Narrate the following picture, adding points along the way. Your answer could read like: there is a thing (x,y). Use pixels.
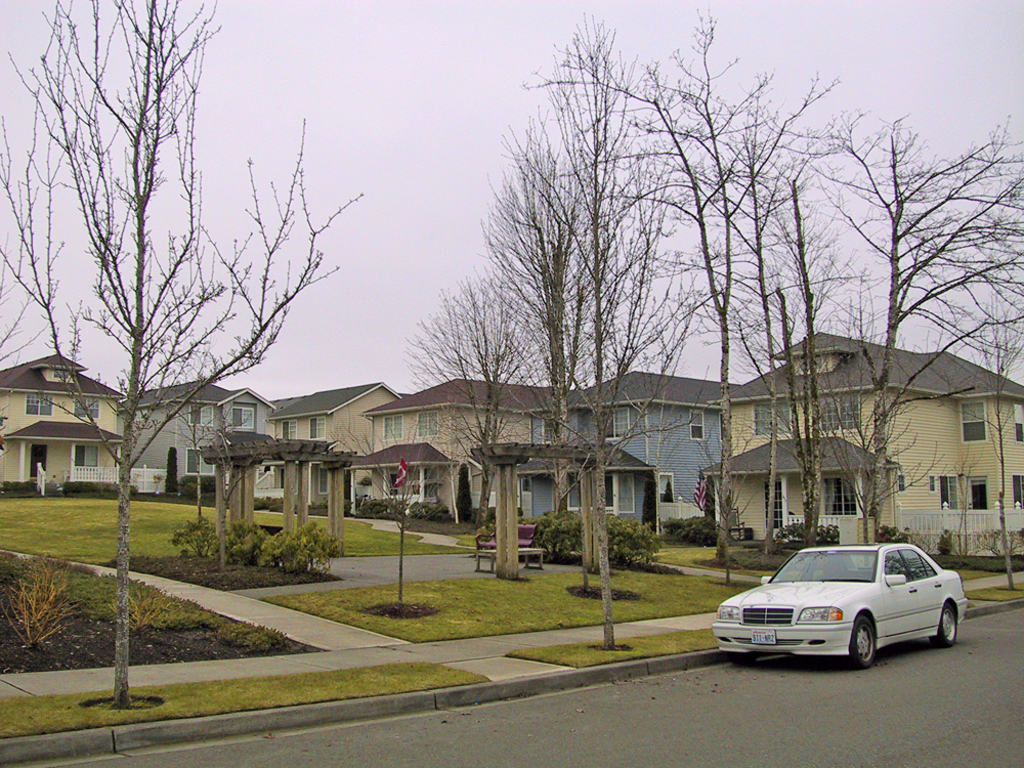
In this image, we can see some trees (540,375) and buildings (540,406). There is a car (823,602) on the road (810,660). There are arches (283,463) in the middle of the image (512,472). In the background of the image (479,102), there is a sky (506,107).
